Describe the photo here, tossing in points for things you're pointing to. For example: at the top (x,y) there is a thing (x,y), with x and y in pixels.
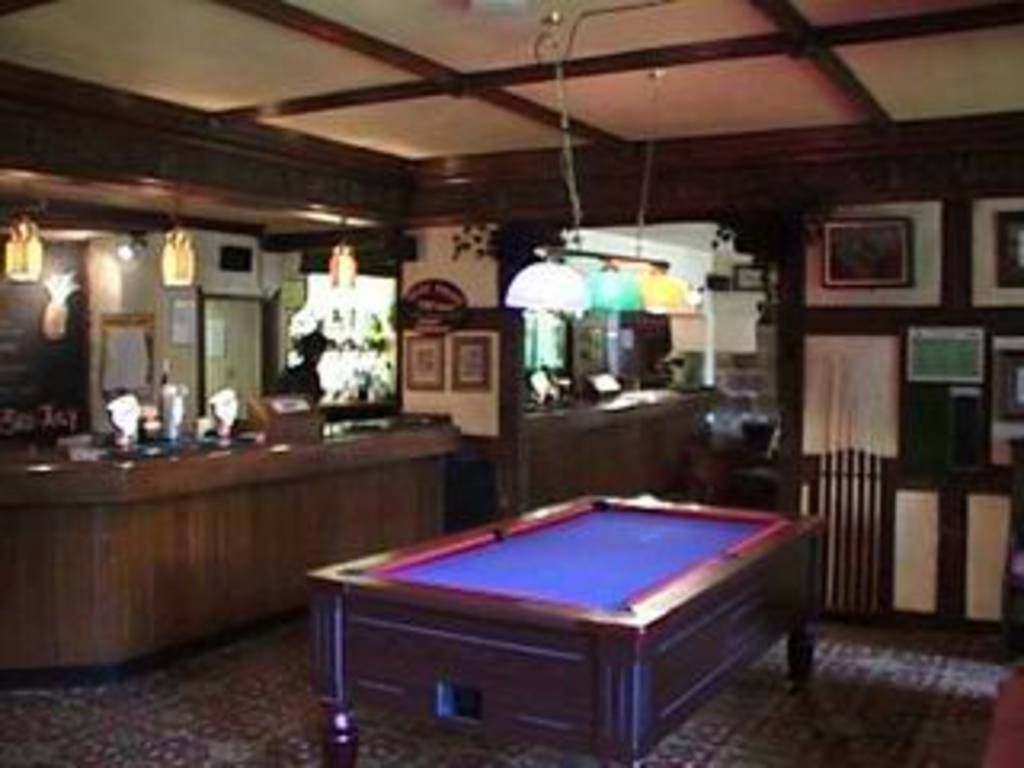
This picture describe a inside view of the hall in which in center (600,494) we can see the wooden blue color pool table (531,609). Beside we can see the bar counter (179,487) in which a man (306,363) is standing behind the counter (280,444) and some lights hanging from the top and painting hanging on the wall (146,277). On the right side wall (897,388) we can see wooden door cabinet (882,536) and photo frame (949,342), On the ceiling (297,56) dome hanging lights (603,265) and a carpet flooring (824,723) in Ground (919,662).
